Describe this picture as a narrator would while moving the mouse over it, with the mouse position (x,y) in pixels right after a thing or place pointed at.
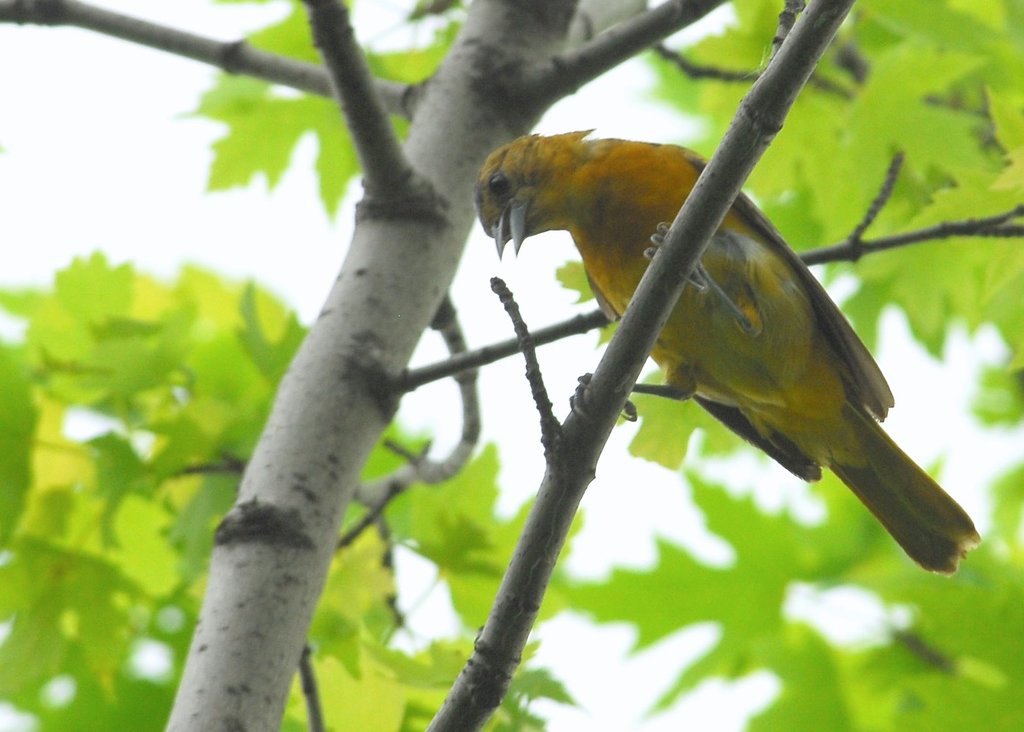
In this picture we can see yellow bird (631,260) sitting on the tree branch (578,477). Behind we can see some green leaves (917,191).
